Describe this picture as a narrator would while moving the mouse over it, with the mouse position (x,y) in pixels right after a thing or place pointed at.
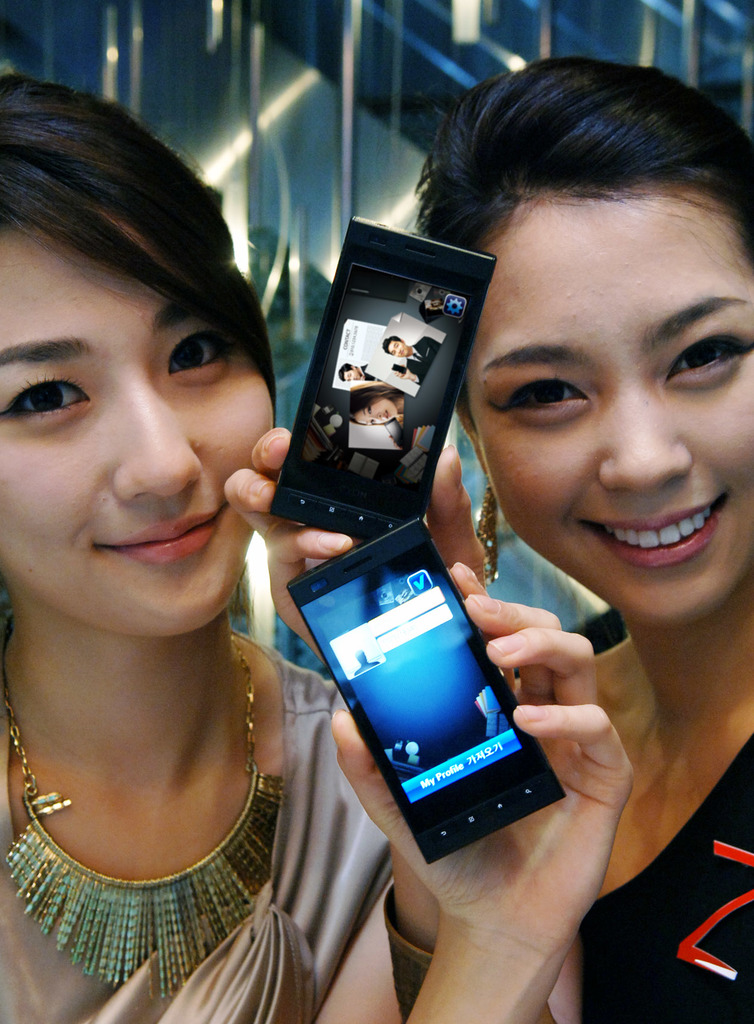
This picture seems to be of inside. In the foreground (96,398) there are two women (249,283) smiling, holding a mobile phone (437,754) and seems to be standing. In the background (245,141) we can see the lights (263,118).
